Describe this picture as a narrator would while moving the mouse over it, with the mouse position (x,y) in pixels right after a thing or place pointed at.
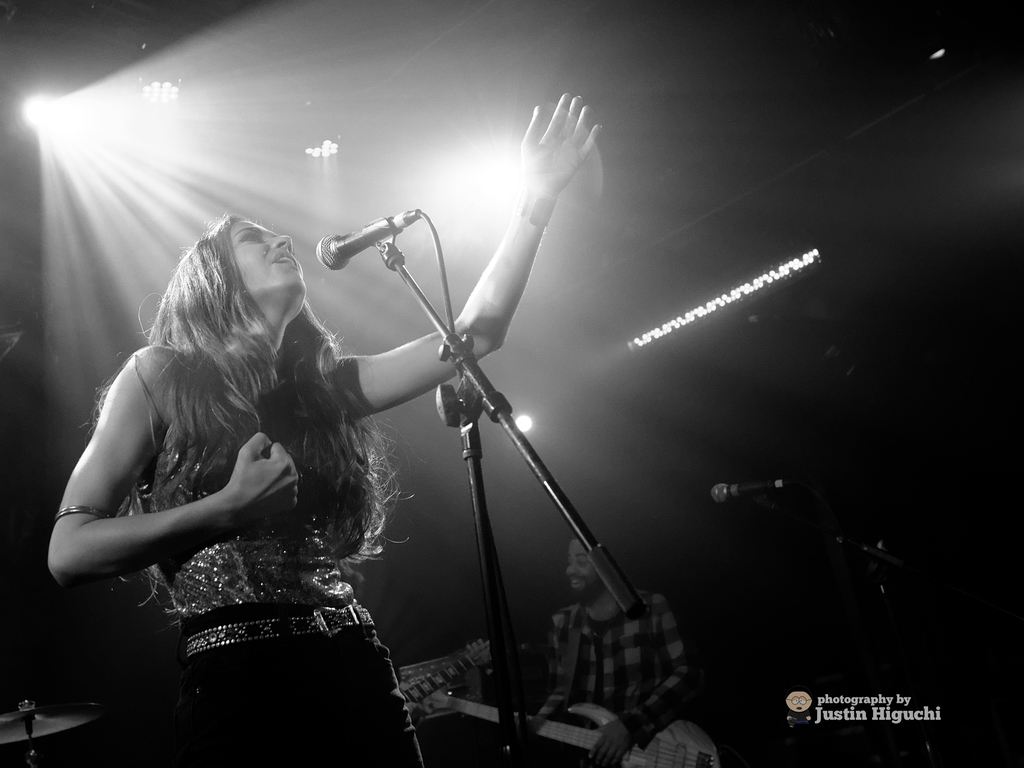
Here in this picture a lady (232,433) is standing and singing. In front of her there is a mic (346,244) and the mic (379,227) is connected to the mic stand (475,458). And to the top left (36,125) there is light (39,116). And to the middle of the picture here is a man (614,658) sitting and playing guitar (589,734) and he also smiling. To his left hand side there is a mic stand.
